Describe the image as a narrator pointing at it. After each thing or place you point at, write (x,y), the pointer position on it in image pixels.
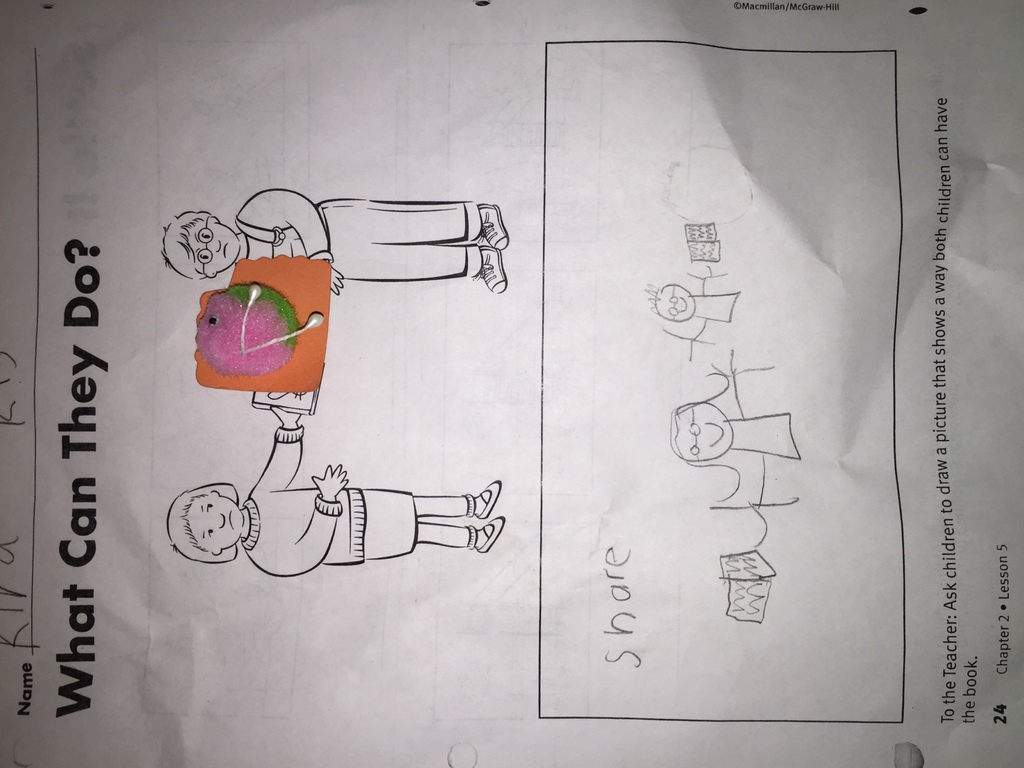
This image is rotated towards the right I can see a drawing (288,241) on a paper (349,459) with some text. I can see a drawing (183,522) of two kids (219,274) with a colorful object (270,283) in between I can see another drawing (751,440) of two kids (798,500) at the bottom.
